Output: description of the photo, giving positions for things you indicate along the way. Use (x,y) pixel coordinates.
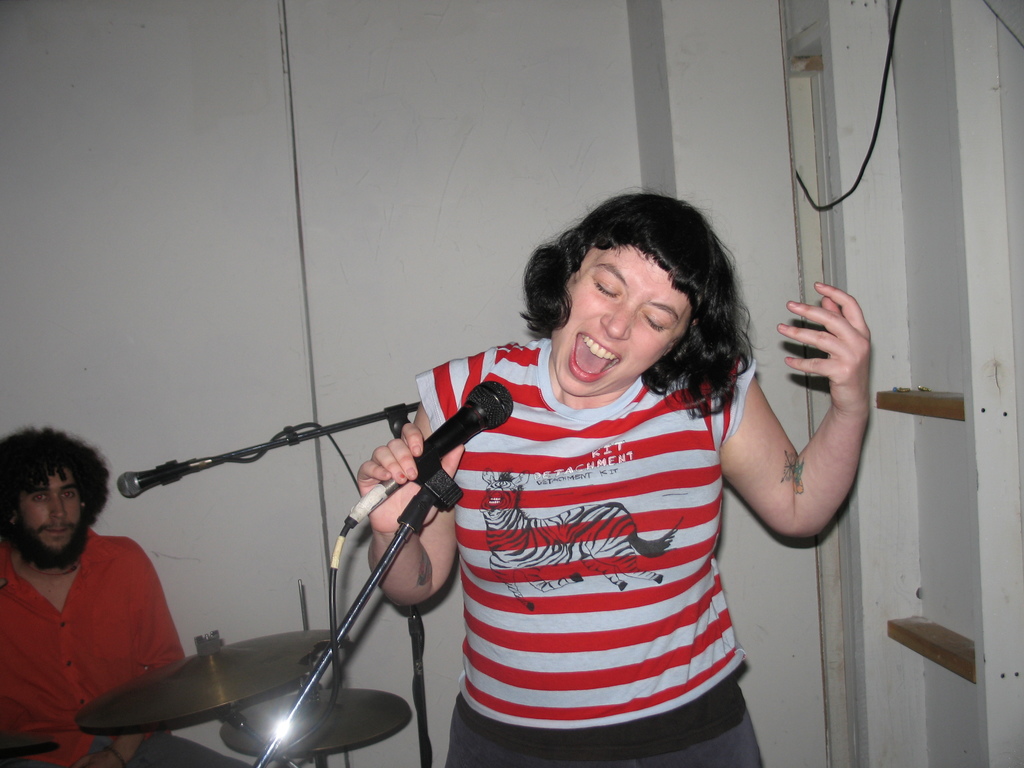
In the image we can see there is a person (617,456) who is standing in front of her and there is a mic (454,421) and at the back (24,640) there is a man (110,632) who is sitting and playing a drum set (224,697).
